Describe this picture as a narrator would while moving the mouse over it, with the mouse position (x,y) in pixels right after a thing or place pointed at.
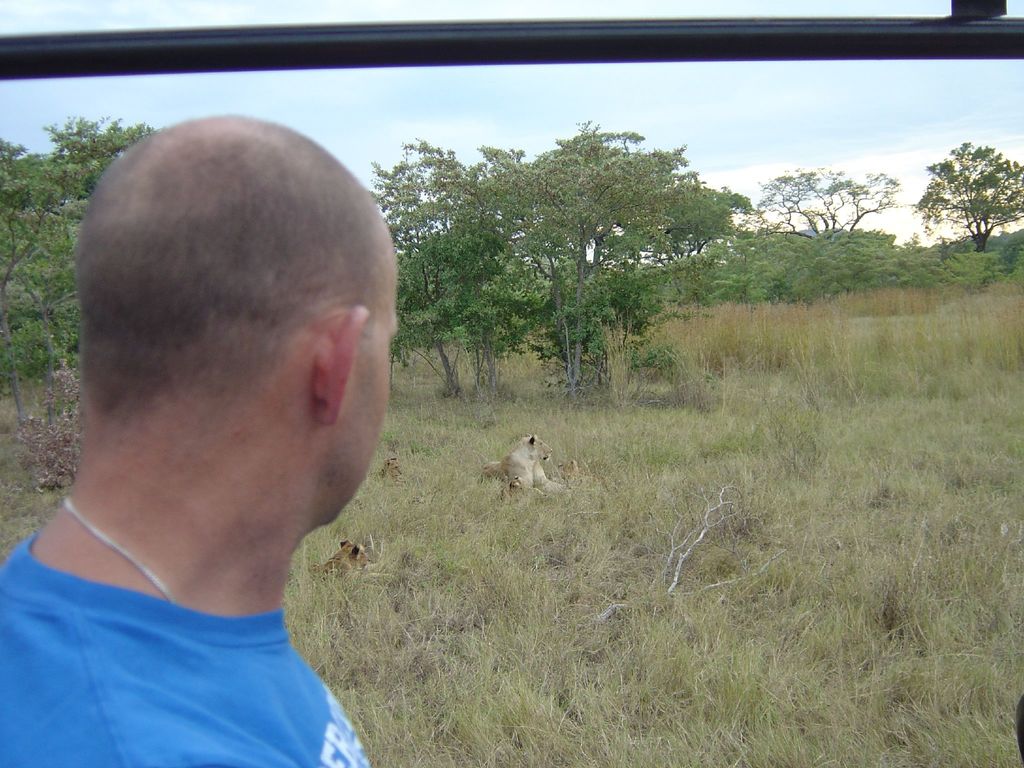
On the left side of the image (148,596) we can see a person (240,464) is standing. At the top of the image (524,54), we can see one black color object (606,54). In the background (721,156), we can see the sky (869,123), clouds (907,182), trees (753,240), grass (597,423) and animals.
